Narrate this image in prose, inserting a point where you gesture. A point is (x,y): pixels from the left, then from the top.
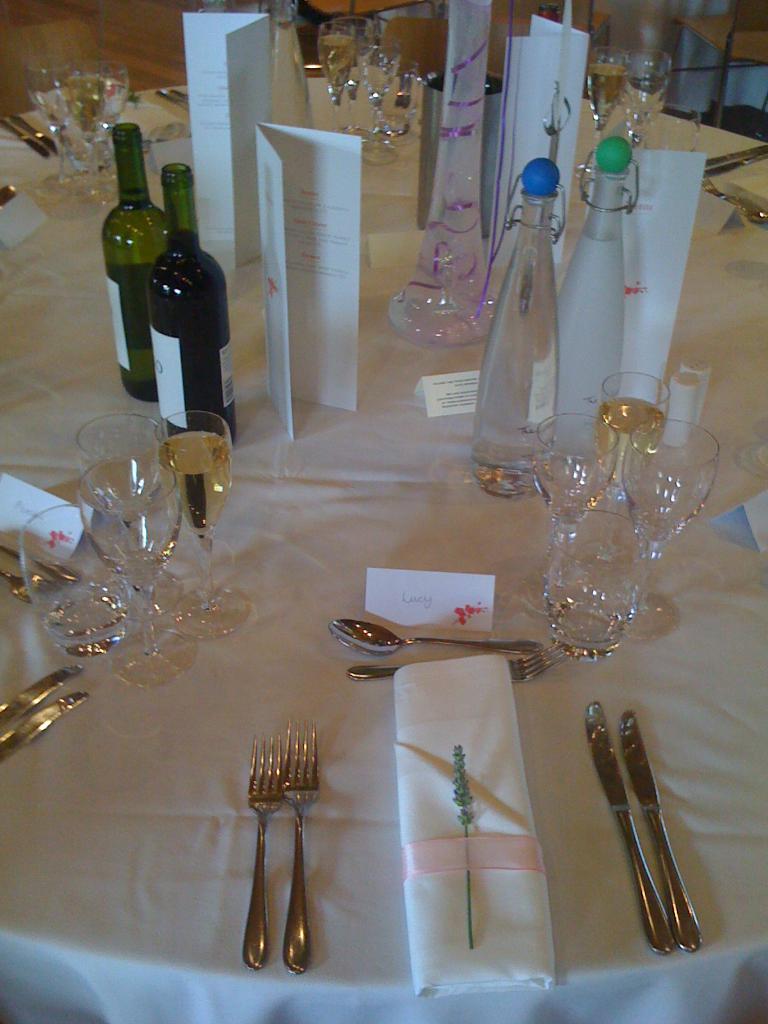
In the image we can see there is a table (240,482) on which there are wine glasses (158,439), wine bottles (142,298), spoon (366,643), knife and kerchief (475,730).
